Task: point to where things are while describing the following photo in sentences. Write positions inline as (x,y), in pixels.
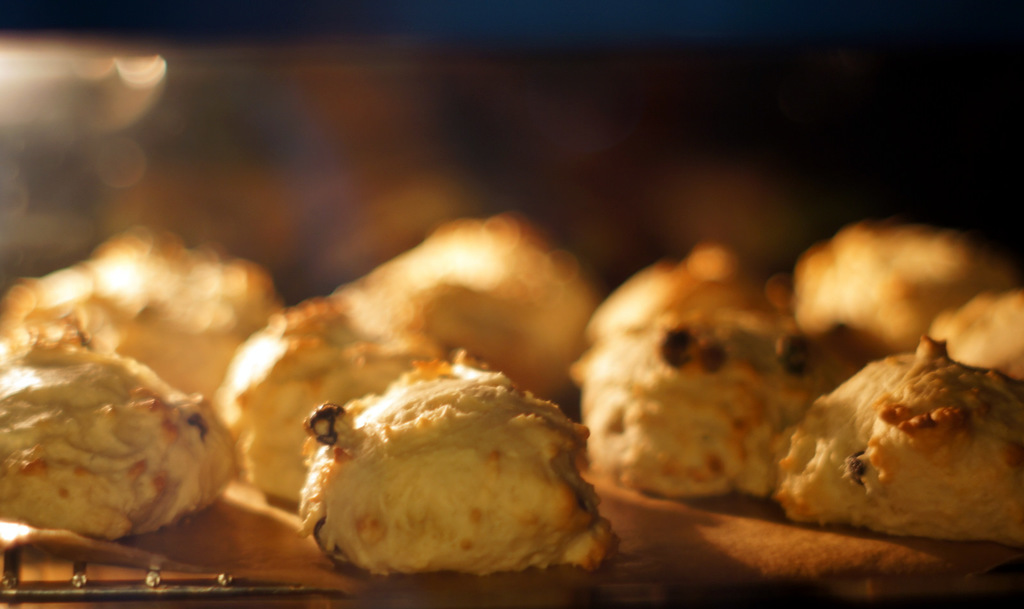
In this image the background (54,86) is a little blurred. In the middle of the image (427,394) there are few cookies (531,427) on the tray (149,552).
